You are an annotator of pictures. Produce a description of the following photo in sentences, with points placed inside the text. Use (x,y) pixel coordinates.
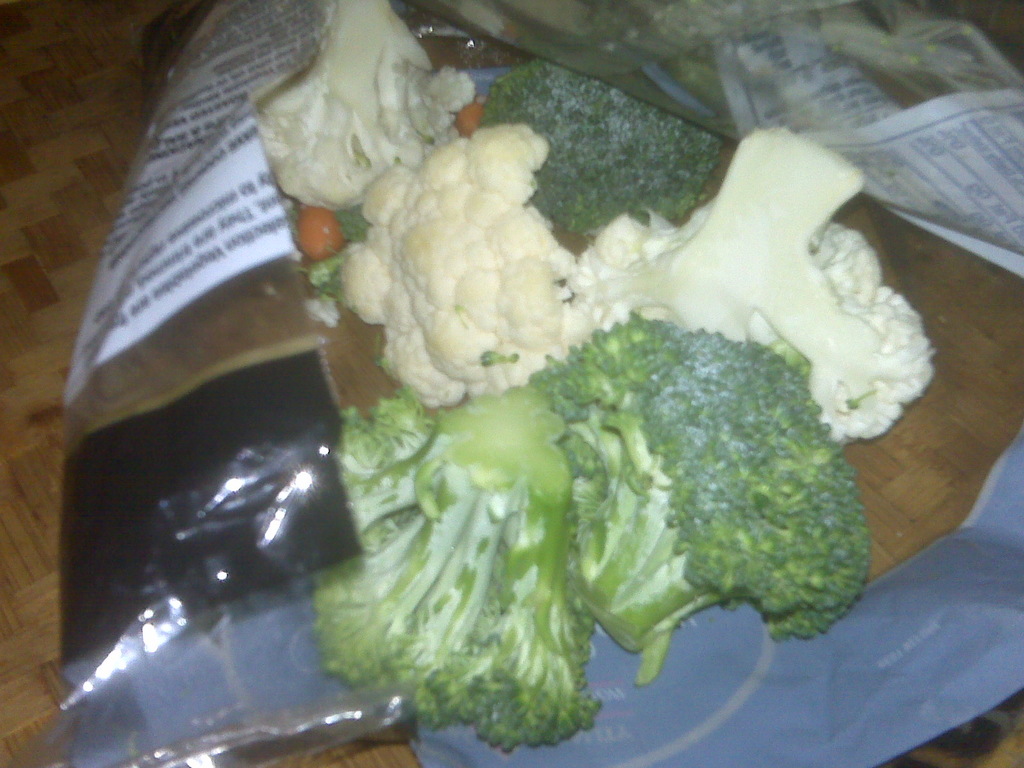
In this image, I can see the chopped cauliflower (435,374) and broccoli (661,401) in a cover (439,12), which is placed on an object (65,113).
